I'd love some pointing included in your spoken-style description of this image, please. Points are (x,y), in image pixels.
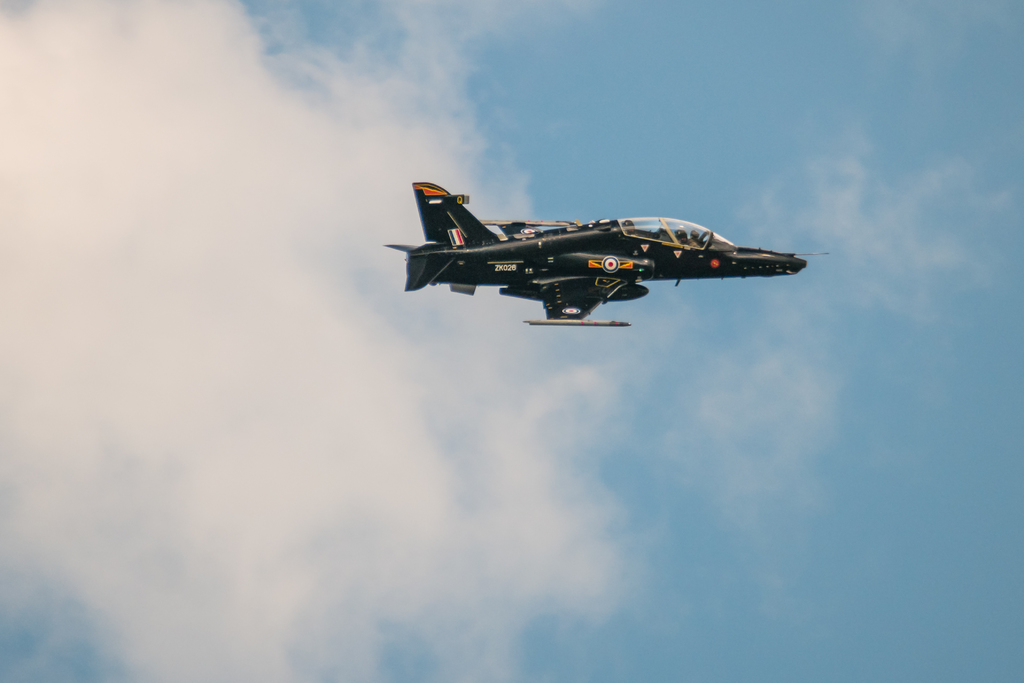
In this picture we can see an aircraft (625,277) flying in the air (585,172), we can see the sky (546,123) and clouds (283,155) in the background (354,69).
